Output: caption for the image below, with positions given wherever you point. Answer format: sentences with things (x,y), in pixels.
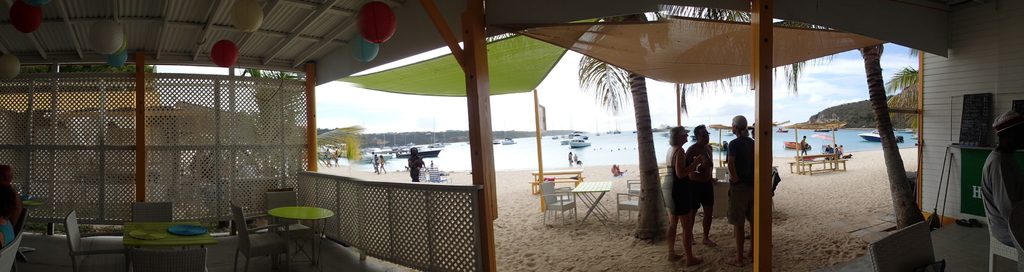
In this image I see number of chairs (262,232) and tables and I can also see few people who are standing and sitting, I can also see the sand (861,172), water (621,133), few boats (659,131) and the trees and the decoration (363,22) over here.
